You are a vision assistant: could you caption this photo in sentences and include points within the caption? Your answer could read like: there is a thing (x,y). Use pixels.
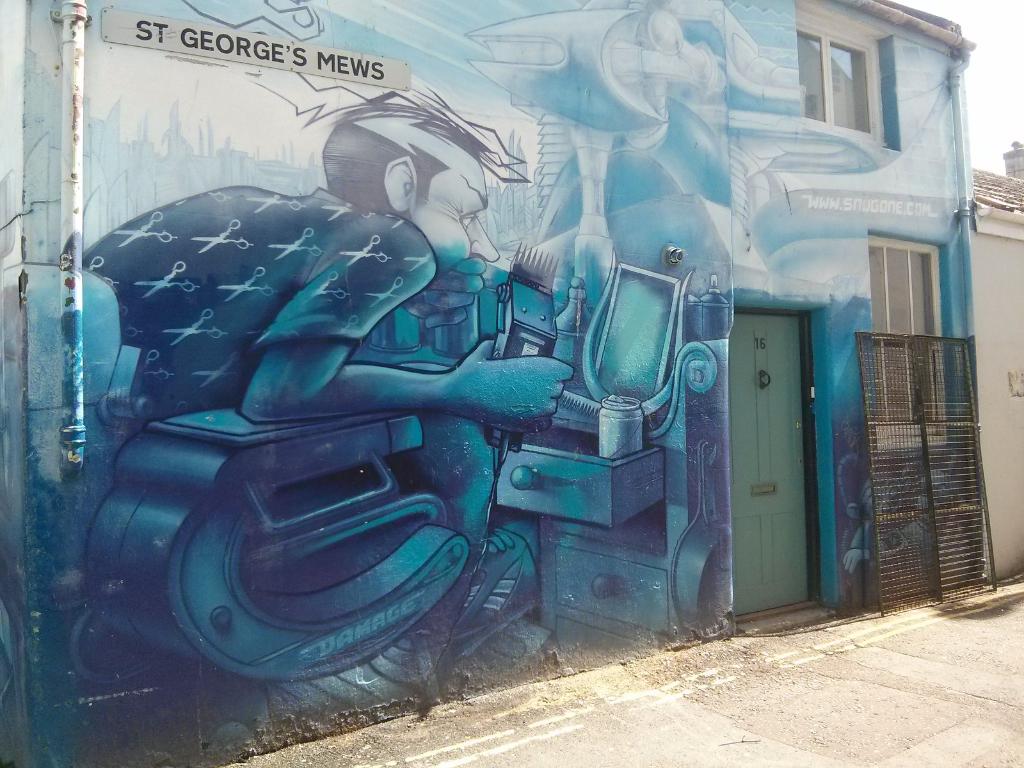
In the foreground of the picture (998,721) it is footpath (792,653). In this picture there is a wall (48,392) with graffiti (395,284) on it. In the center of the picture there a door (766,348). On the left (72,137) there are pipe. On the right (806,92) there are windows (903,253), an iron object (936,374), pipe (969,358) and building (985,339).
